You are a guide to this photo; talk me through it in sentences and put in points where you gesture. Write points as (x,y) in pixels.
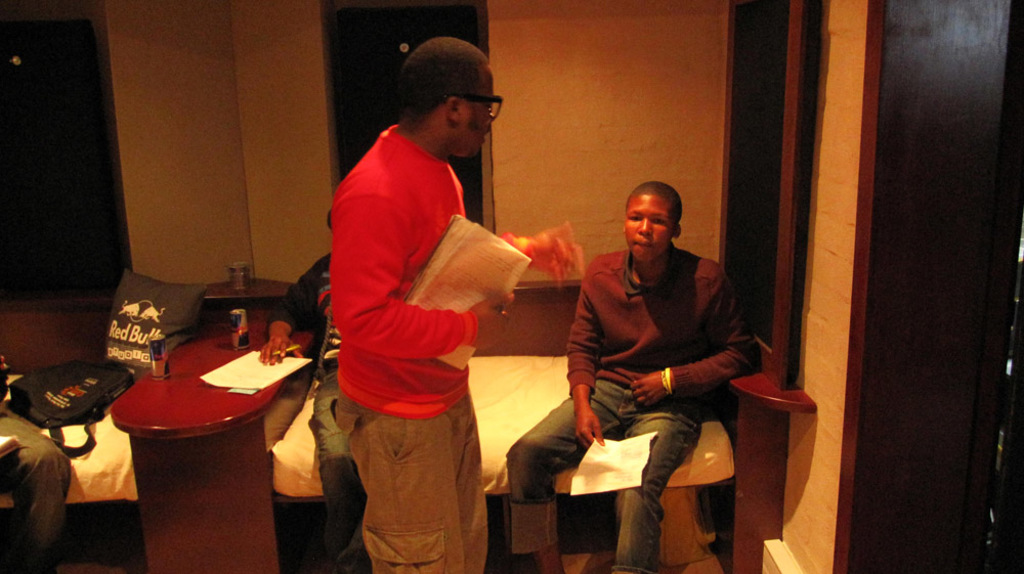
This is a picture of a living room (293,241). In the foreground of the picture (425,293) there is a man (436,356) standing and holding a book (460,279). In the center of the picture (646,336) there is a couch (310,471), on the couch (4,314) there are three people (28,482) seated. On the couch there are bags (84,367), papers (264,382), and a pillow (163,308). In the background (185,61) there is a wall (217,89) and two doors (86,79). On the right (805,209) there is a window (759,165) and a door (948,290).
